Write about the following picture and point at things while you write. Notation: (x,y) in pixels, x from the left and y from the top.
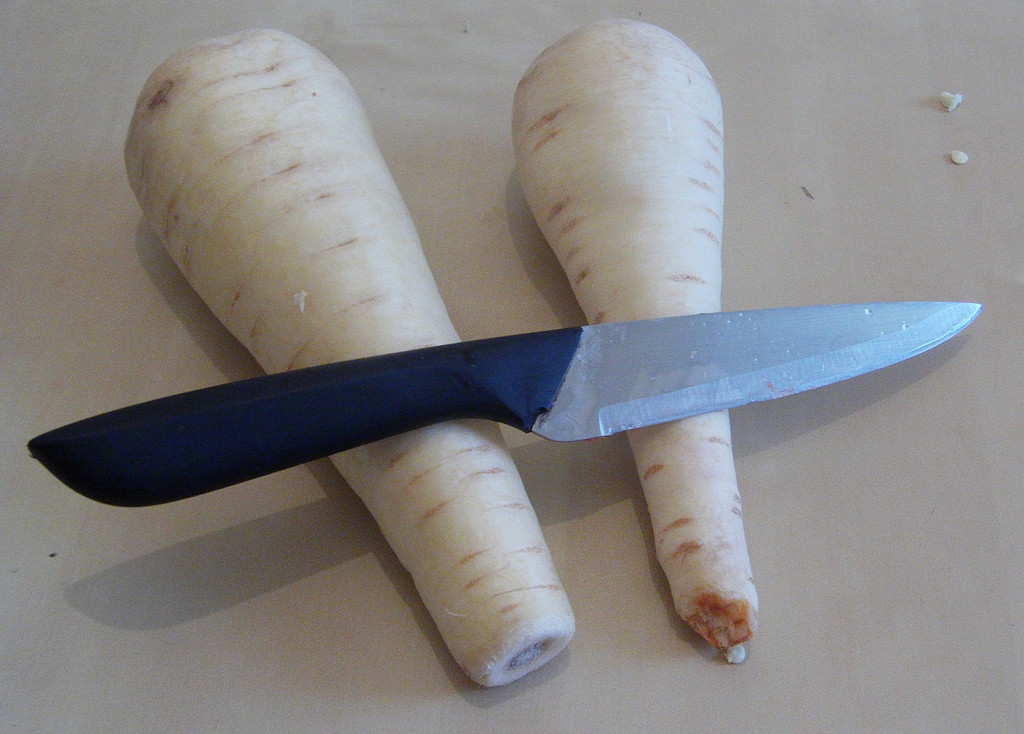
In this picture I can see there are two parsnips (409,238) placed on a surface (40,592) and there is a knife (516,408) placed on it. The knife (516,408) has a black handle (311,452).
